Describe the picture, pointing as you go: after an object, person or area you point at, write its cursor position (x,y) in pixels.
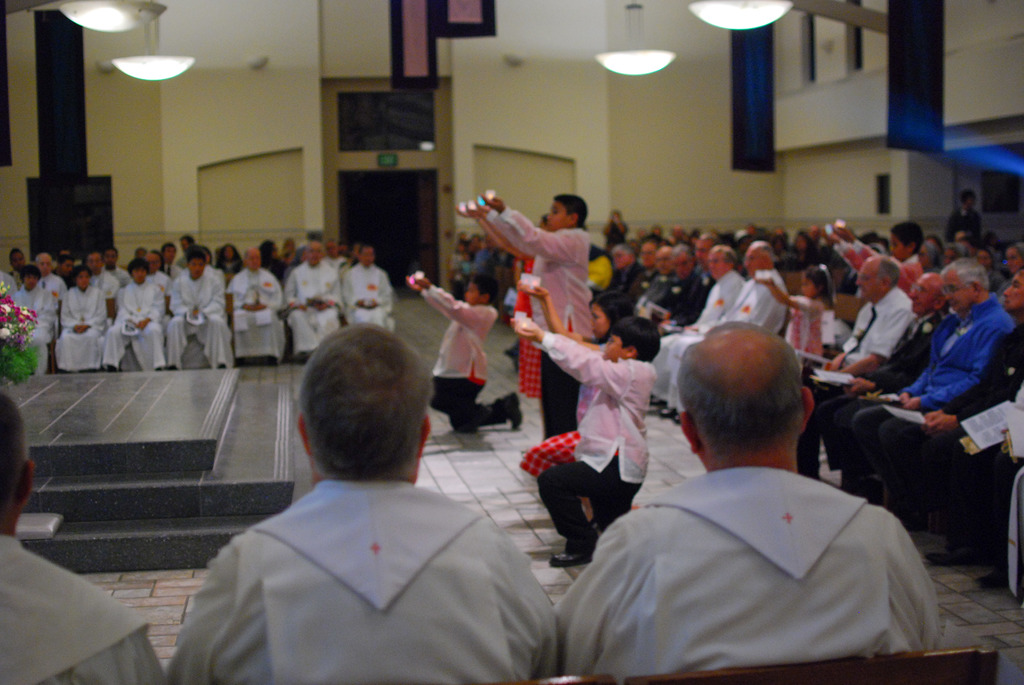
In this picture, we see many people (721,271) are sitting on the chairs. At the bottom (796,531), we see three men (227,577) are sitting on the chairs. In front of them, we see five children (567,321) are performing and they are holding some objects (535,282) in their hands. It looks like the candles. On the left side (231,429), we see the stairs (219,436) and a flower bouquet (11,312). Behind that, we see the people (88,289) are sitting on the chairs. Behind them, we see the pillars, a white wall (131,197) and the entrance (361,221). On the right side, we see a man (967,205) is standing. Behind him, we see a wall (923,184). At the top (712,5), we see the lights (760,20) and the ceiling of the room (459,166). This picture might be clicked in the church (263,401).
